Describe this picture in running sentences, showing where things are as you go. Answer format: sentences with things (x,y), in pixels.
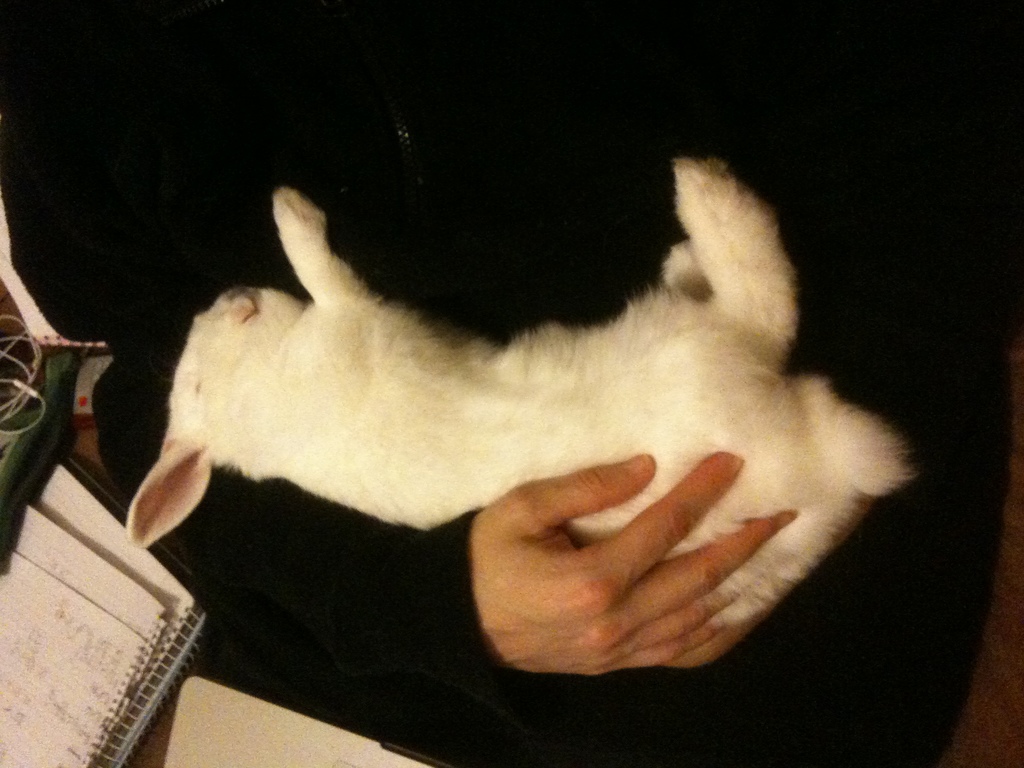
In this image there is one person (404,601) who is holding an animal (508,385), at the bottom (43,648) there are some books (119,670), bag (32,434), headset (27,385) and some objects (275,714).
